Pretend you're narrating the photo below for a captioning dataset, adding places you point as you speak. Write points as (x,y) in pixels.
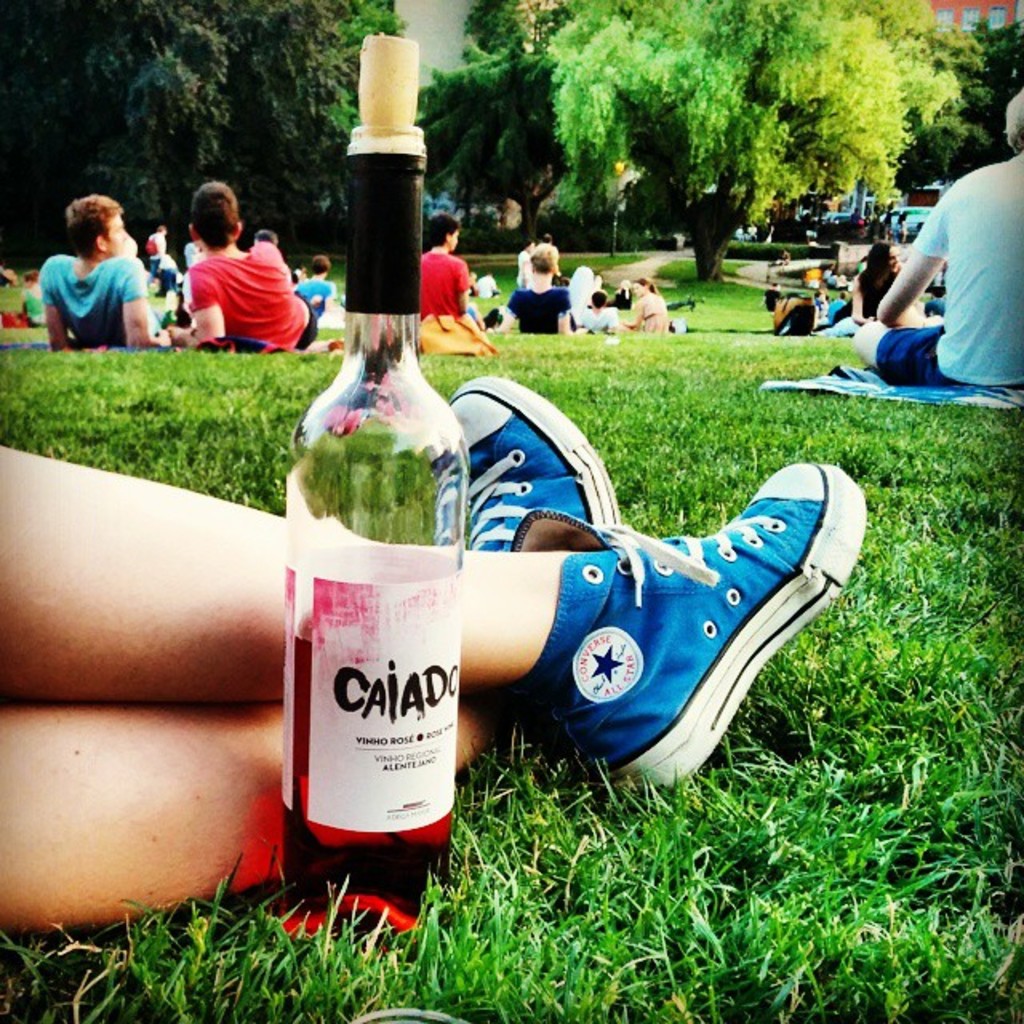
In this picture we can see group of people (547,257) resting on grass (630,344) and in front (82,525) we can see a person (123,575) beside the bottle (379,417) and in background (988,10) we can see building (943,3) with windows (971,22).
